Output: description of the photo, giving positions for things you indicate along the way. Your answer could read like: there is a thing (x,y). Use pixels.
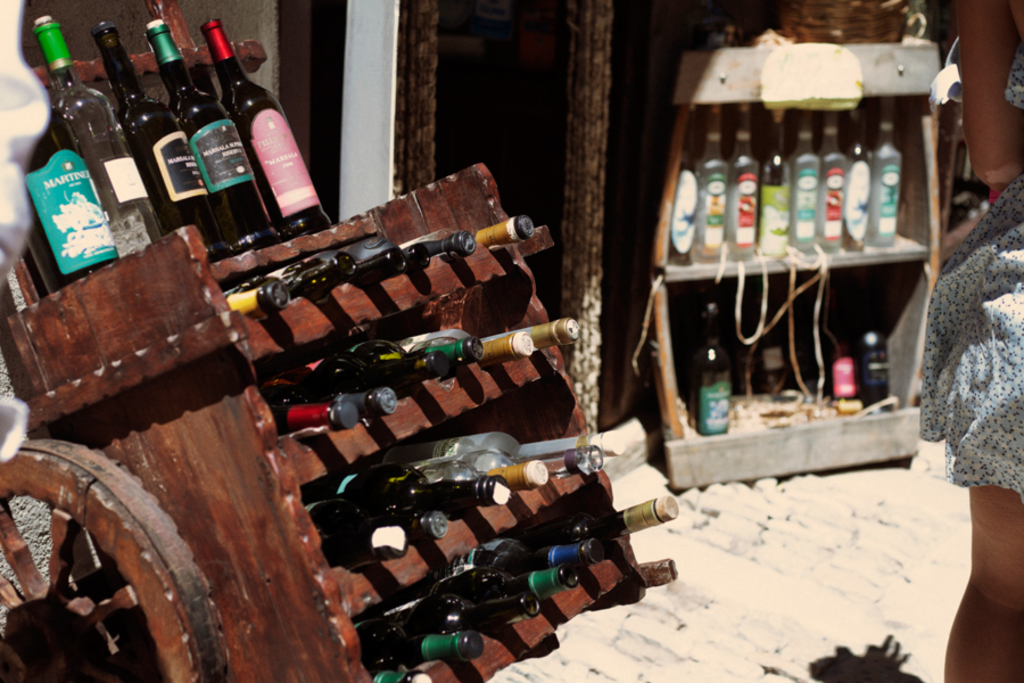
In this image, we can see some bottles (743,235) in the rack (749,99). There is a wooden rack (204,285) on the left side of the image (123,355) contains some bottles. There is a person (966,309) on the right side of the image (966,309).
